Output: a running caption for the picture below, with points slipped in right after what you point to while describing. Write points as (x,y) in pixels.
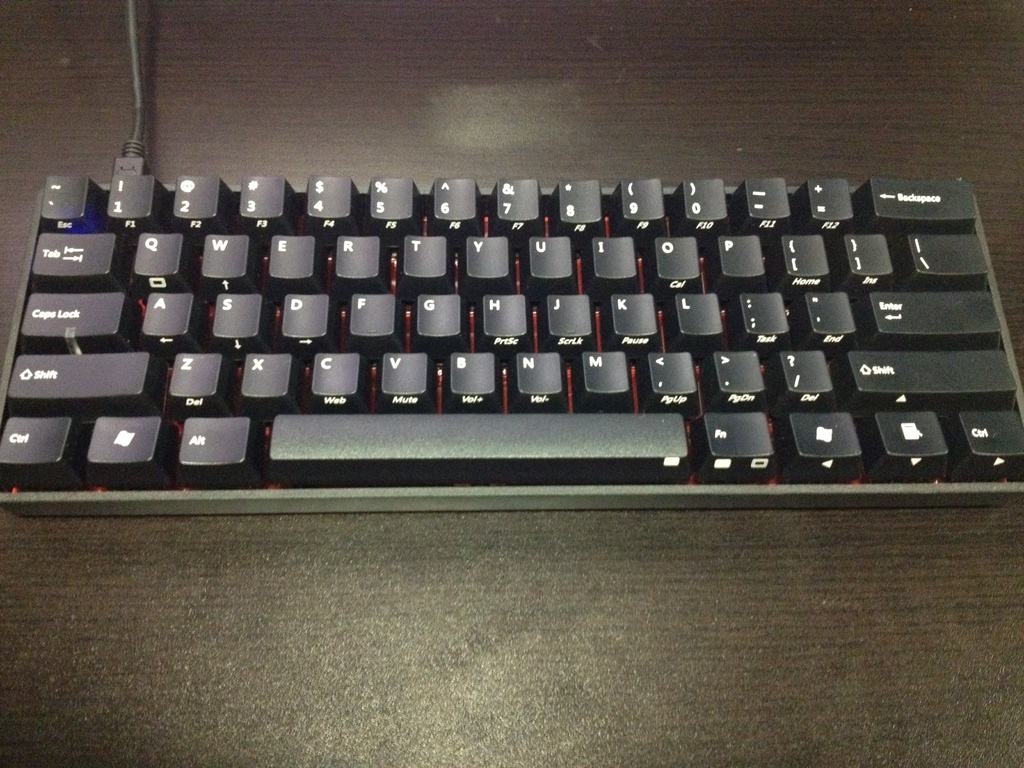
As we can see in the image there is a black color keyboard (213,357) and a wire (134,138).
